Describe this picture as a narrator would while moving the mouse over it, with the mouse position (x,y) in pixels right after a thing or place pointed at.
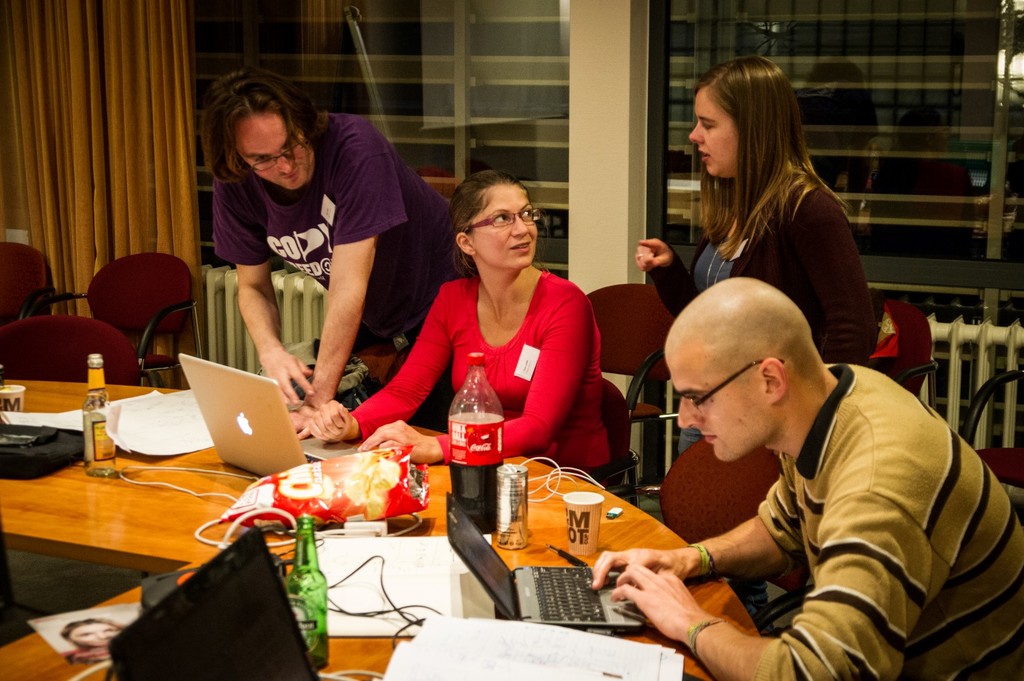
In this image i can see 4 persons (511,207). 2 of them (402,201) are standing and 2 of them (530,301) are sitting. One of the person (796,529) is operating a laptop (503,575) and i can see a table (74,386) and chairs (30,265) and i can see few objects (553,475) on the table (561,496) including some food items (344,491) and a cool drink (471,479) and a coffee cup (567,511), and in the background (510,113) i can see windows (878,102) and to the left corner (91,78) i can see curtain (88,83).
